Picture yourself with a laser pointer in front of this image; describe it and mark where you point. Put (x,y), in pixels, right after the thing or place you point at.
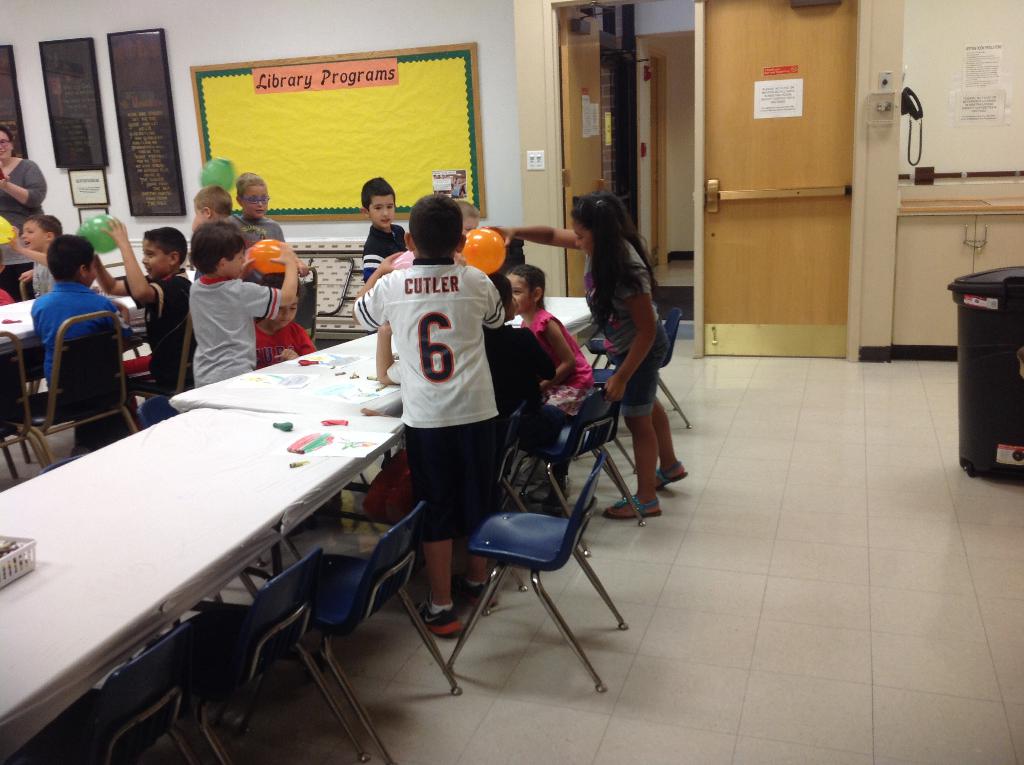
In this picture There are few persons (407,312) standing. These few persons (52,240) sitting on the chair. there are tables (214,445). On this table (211,519) we can see paper (317,433) and things (281,429). We can see chairs (587,410). This is floor (792,611). In this background (305,31) we can see wall (114,114), board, frame (99,181). This is door (710,137).
